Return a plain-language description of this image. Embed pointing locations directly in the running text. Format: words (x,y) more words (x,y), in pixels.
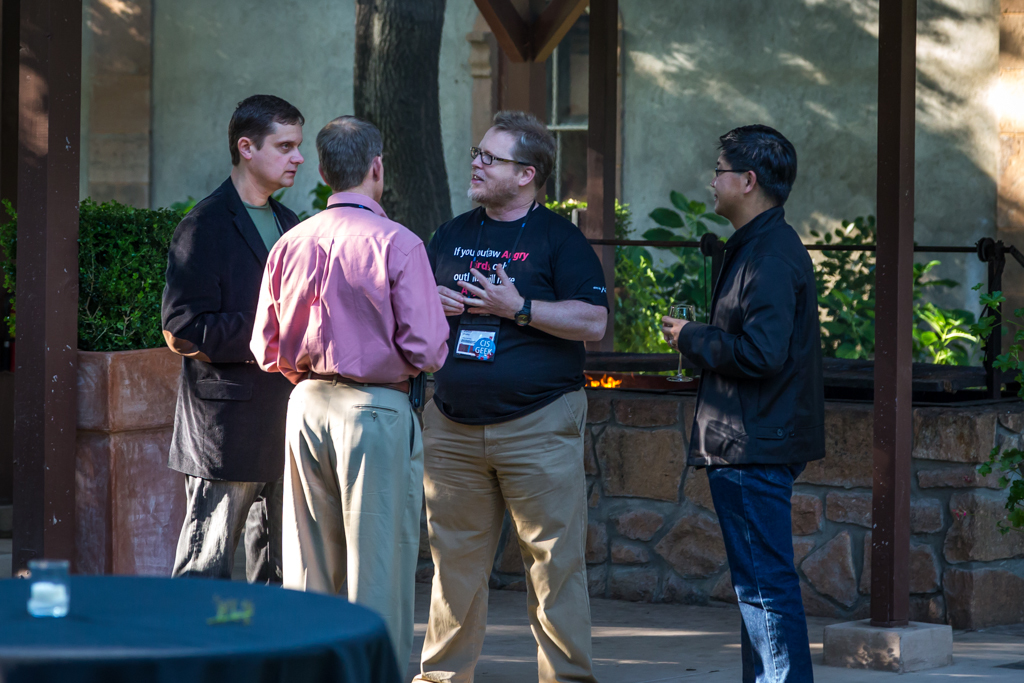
In this picture there are four people (433,348) standing and discussing and in front of them there is a table (117,601) on which there is some thing (54,561) and behind them there are some plants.
